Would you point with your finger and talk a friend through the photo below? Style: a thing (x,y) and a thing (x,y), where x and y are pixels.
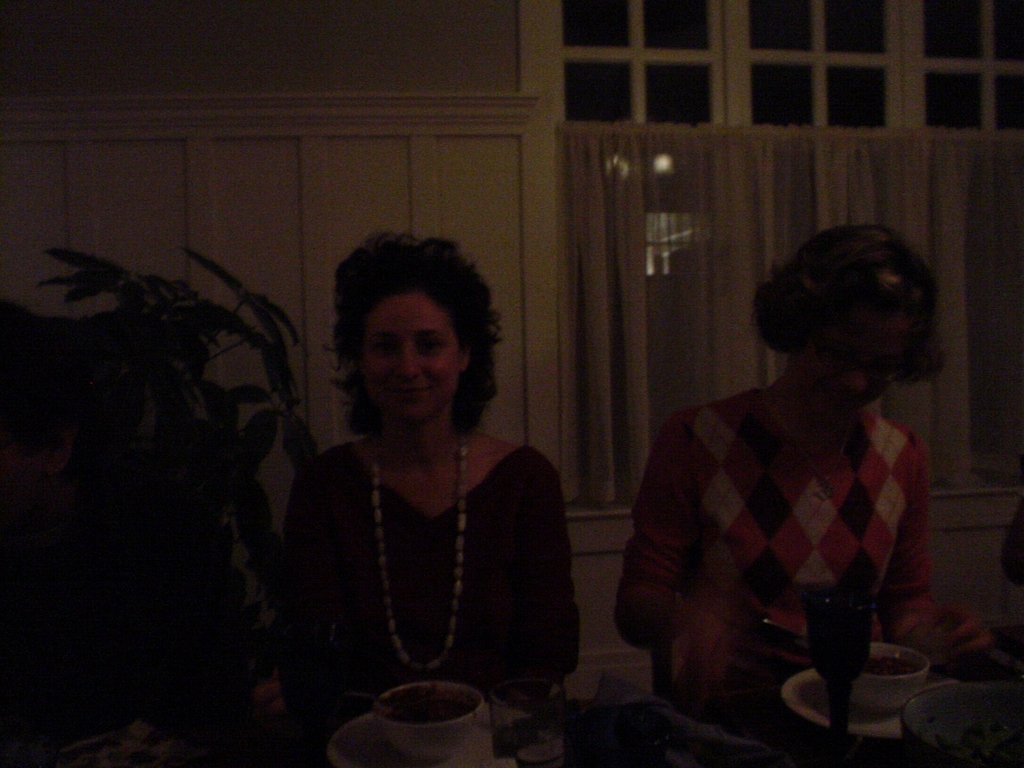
In the center of the image (464,371) two ladies (419,239) are sitting. At the bottom of the image (736,716) there is a table (783,722). On the table (731,723) we can see glass (837,703), plate (820,703), bowl (460,722) of food items (426,716) with spoons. On the left side of the image (145,302) a plant (175,300) is there. In the background of the image (364,200) we can see wall (446,184), curtain (593,216).
